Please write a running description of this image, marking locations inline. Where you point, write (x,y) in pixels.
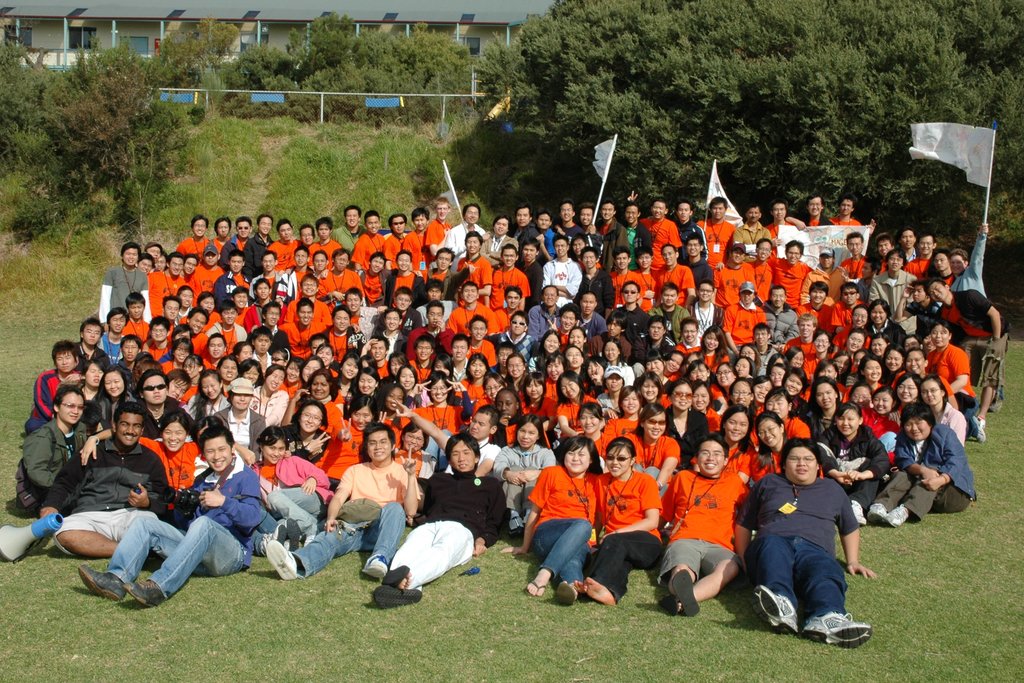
This picture is taken from outside of the city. In this image, in the middle (630,306), we can see a group of people (908,306) sitting on the grass (999,512). In the background (523,222), we can see a few people (589,220) standing and holding flags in their hand (871,223). In the background (570,90), we can see some trees (507,88) and plants (270,53), building (68,52), pillars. At the top (390,16), we can see a building (391,13), at the bottom (441,599), we can see some plants (436,167) and a grass (993,632).
